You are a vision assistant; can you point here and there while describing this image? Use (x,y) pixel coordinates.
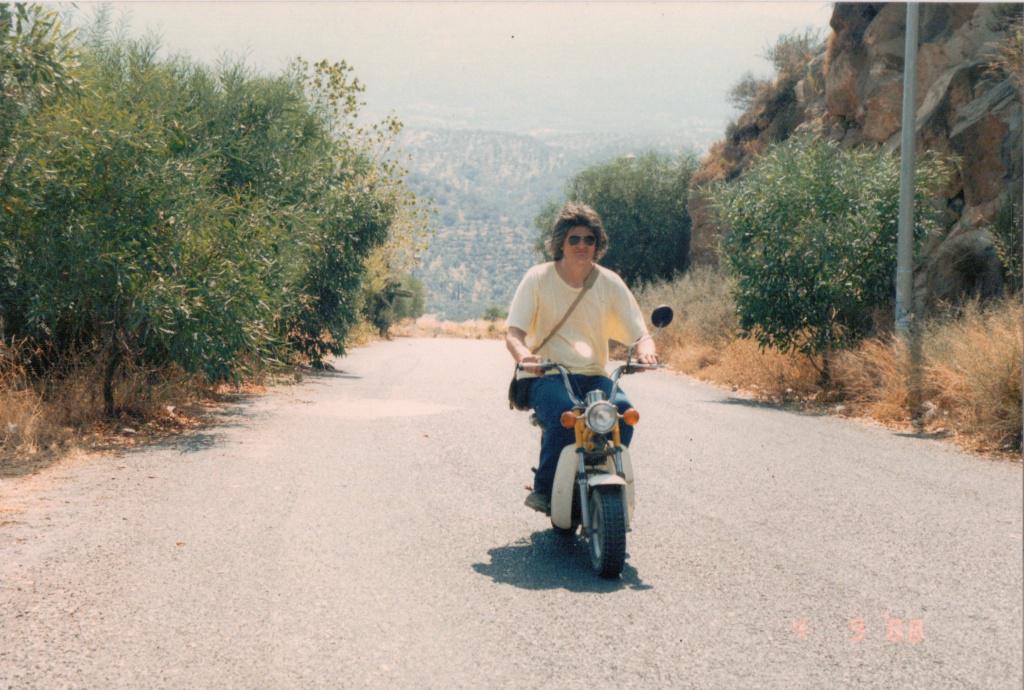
There is a person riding motorcycle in between two mountains (707,189) and trees (103,73).
